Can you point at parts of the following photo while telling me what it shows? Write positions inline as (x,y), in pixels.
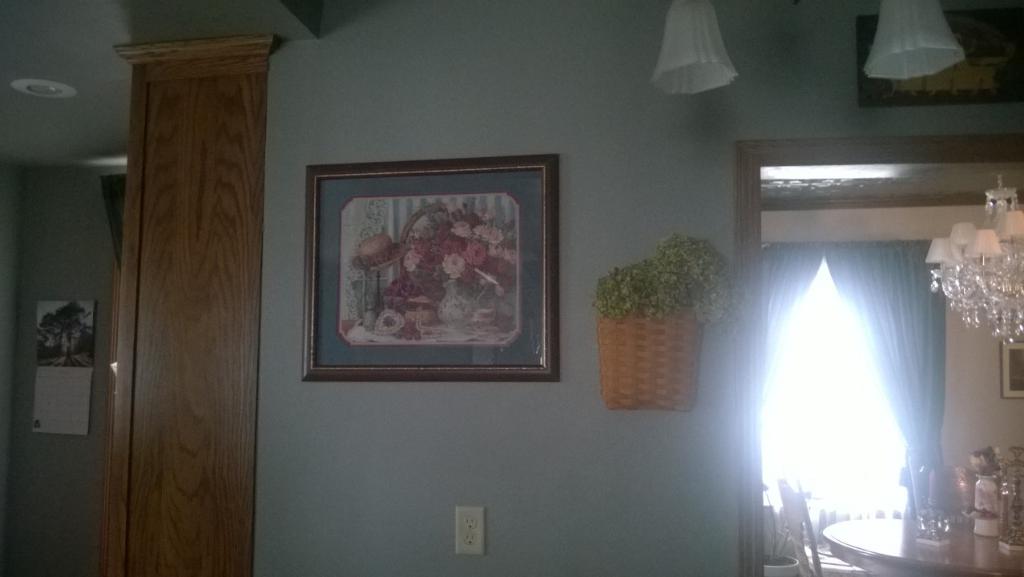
In this image on the wall (891,120) there are frames (861,101), stand (651,341), poster (62,386) are there. This is an entrance (755,560). In the bottom right (873,549) there is a table (861,549) and chair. On the table (899,532) there are bottles (980,486), glasses (930,529), few other things (980,502). These are curtains (935,366). On the top (997,185) there is a chandelier (1001,265). There are lights (675,57) on the top (903,35).
